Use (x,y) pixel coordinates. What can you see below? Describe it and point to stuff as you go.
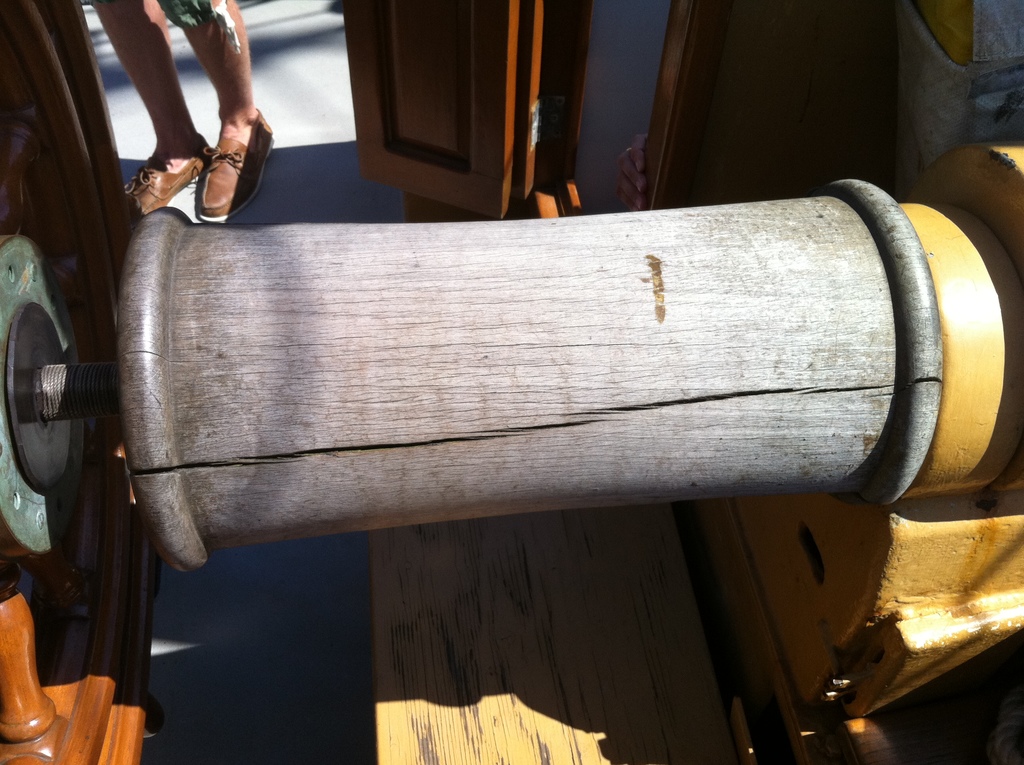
In this image we can see a wooden machine (465,433). On the top of the image (184,126) we can see the legs (228,97) of a person (157,51).
